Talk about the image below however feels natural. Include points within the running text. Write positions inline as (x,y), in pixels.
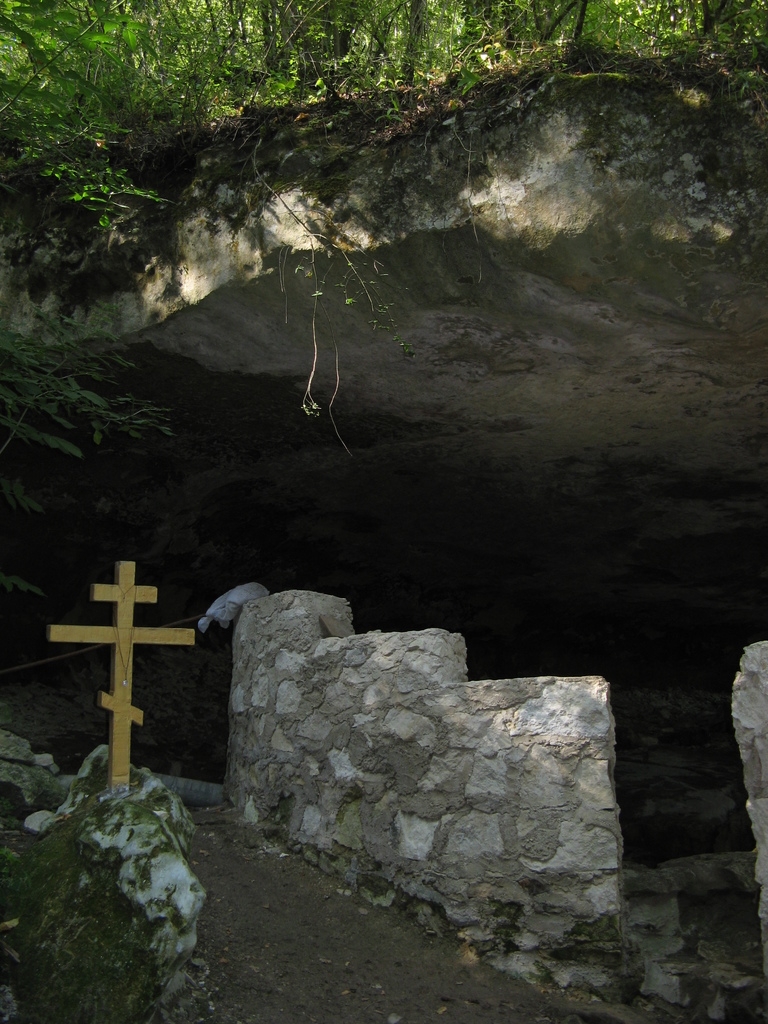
In this picture we can see a holy cross symbol (114,688). On the right side of the holy cross symbol (128,667), there is a wall (324,722). At the top of the image (241,45), there are trees (246,35).
